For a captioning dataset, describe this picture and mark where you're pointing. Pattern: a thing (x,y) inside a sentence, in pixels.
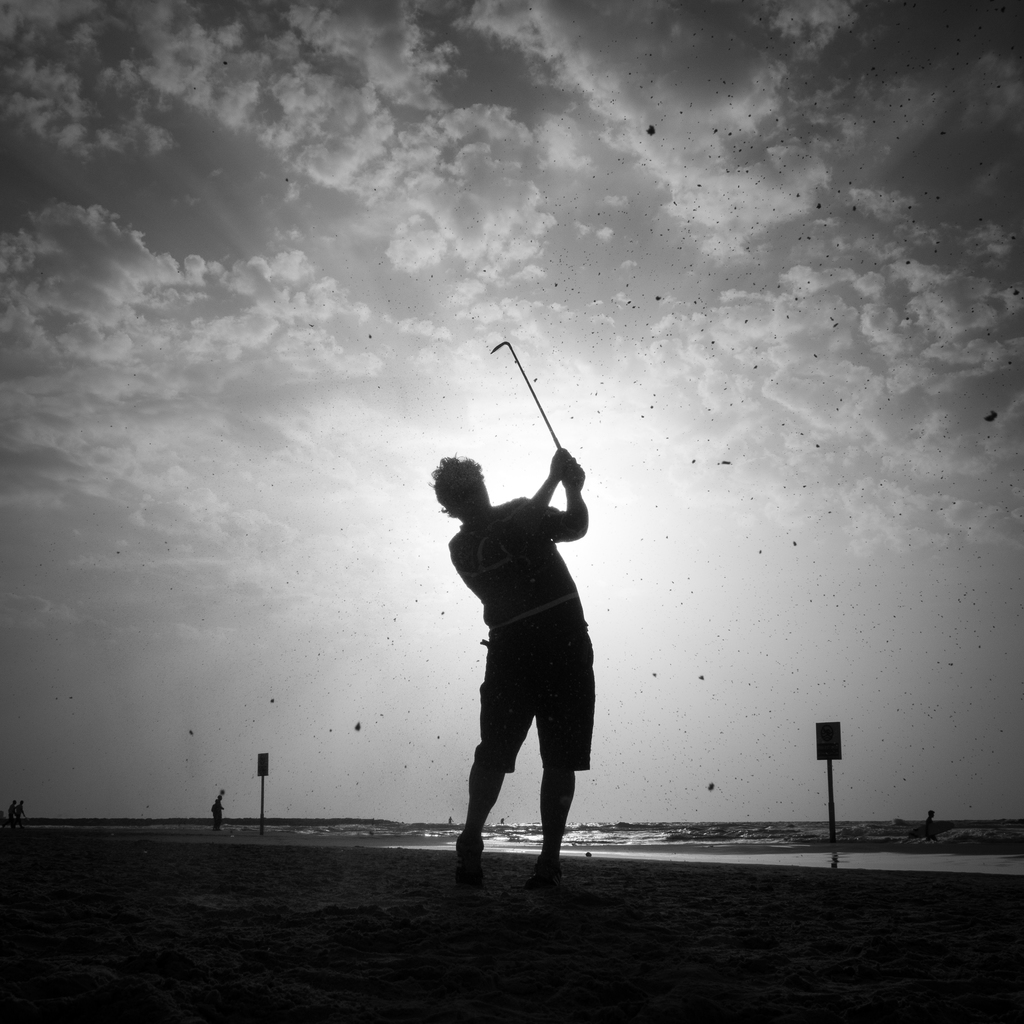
This image is a black and white image. This image is taken outdoors. At the top of the image (355,253) there is a sky (242,353) with clouds (147,341). At the bottom of the image (176,954) there is a ground (195,917). In the middle of the image (544,619) a man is standing on the ground (582,867) and he is holding a golf club (537,405) in his hand (568,455) and there are two sign boards (831,823). In the background (747,827) there is a sea (745,833) with water (731,823).
